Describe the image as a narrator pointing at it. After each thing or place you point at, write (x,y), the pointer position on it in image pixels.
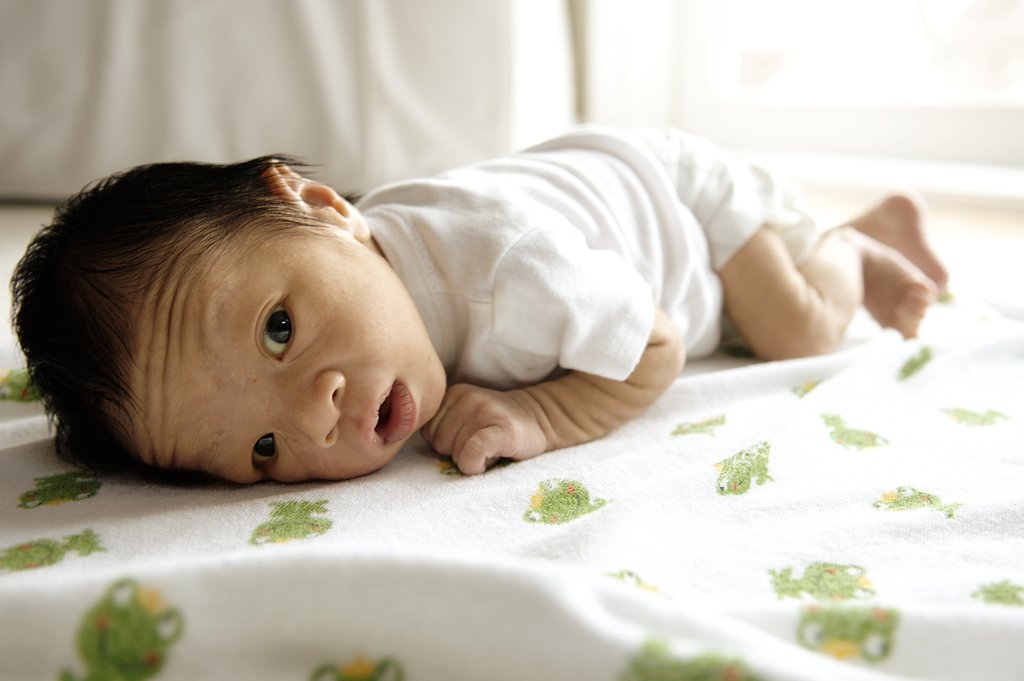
In the picture we can see a small baby (877,318) lying on the bed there is a blanket (713,545) with green design (894,503).
